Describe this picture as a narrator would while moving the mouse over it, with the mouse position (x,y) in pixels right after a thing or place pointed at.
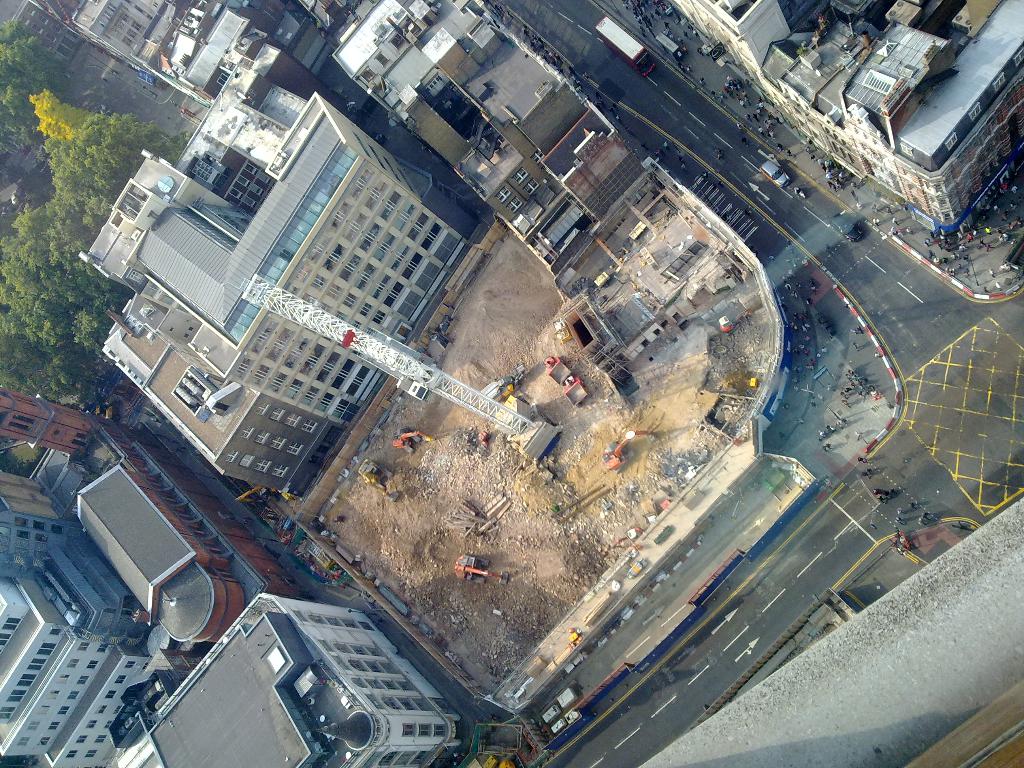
In this image we can see buildings (322,264), road (820,221), vehicles (780,174), a crane (389,345) and trees (59,185).
